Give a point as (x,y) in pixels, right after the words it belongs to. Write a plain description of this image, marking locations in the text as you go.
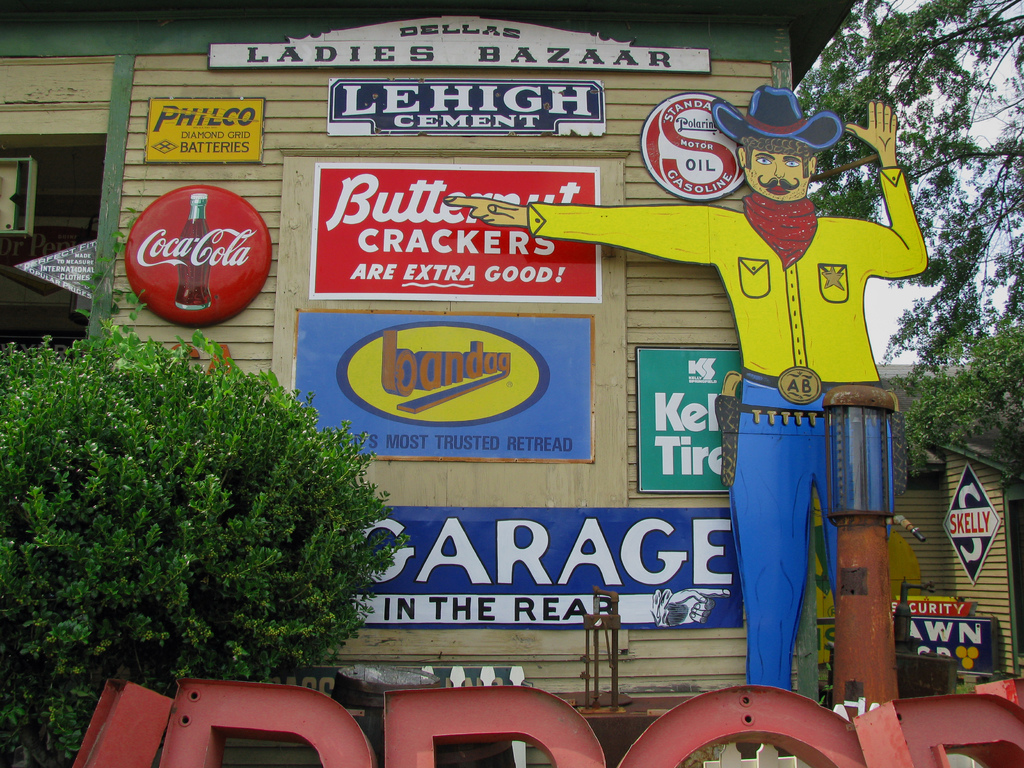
In the image we can see there is a building (343,152) and there are banners (334,104) on the building (105,129). There is a cartoon statue (796,241) of a cow boy (816,292), he is wearing scarf (774,231) around his neck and wearing hat (733,111) and he is showing direction towards the building (418,635). There are plants (252,538) outside the building (510,671) and behind there is a tree (927,318) and there is a building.
